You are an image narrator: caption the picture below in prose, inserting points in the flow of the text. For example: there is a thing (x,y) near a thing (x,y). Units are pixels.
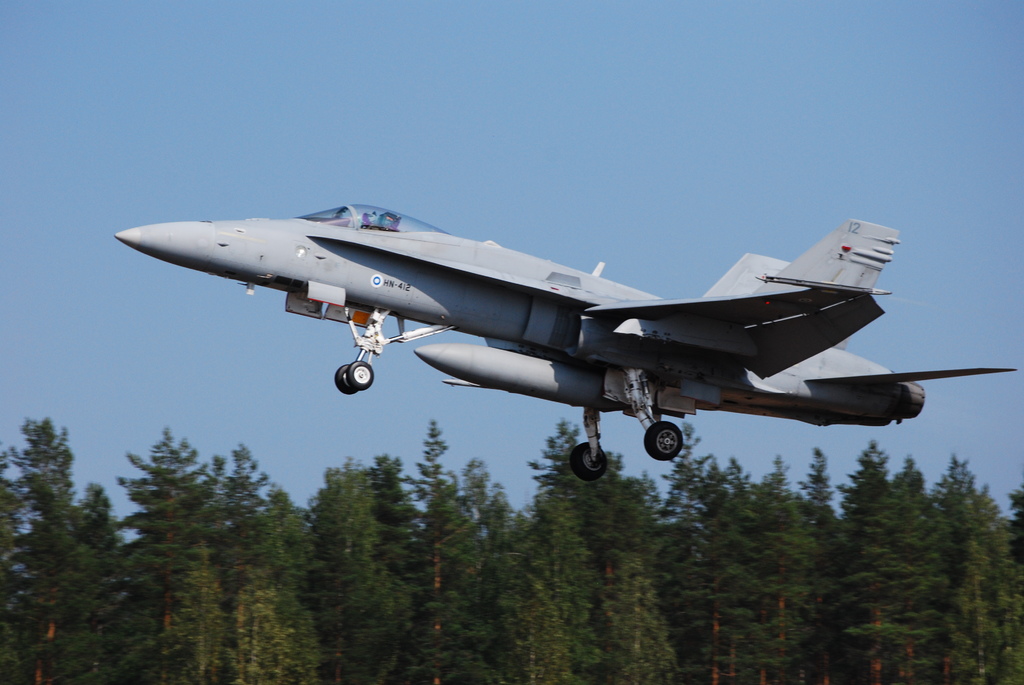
In this image we can see an airplane (428,334), few trees (440,555) and the sky (823,158) in the background (350,146).
